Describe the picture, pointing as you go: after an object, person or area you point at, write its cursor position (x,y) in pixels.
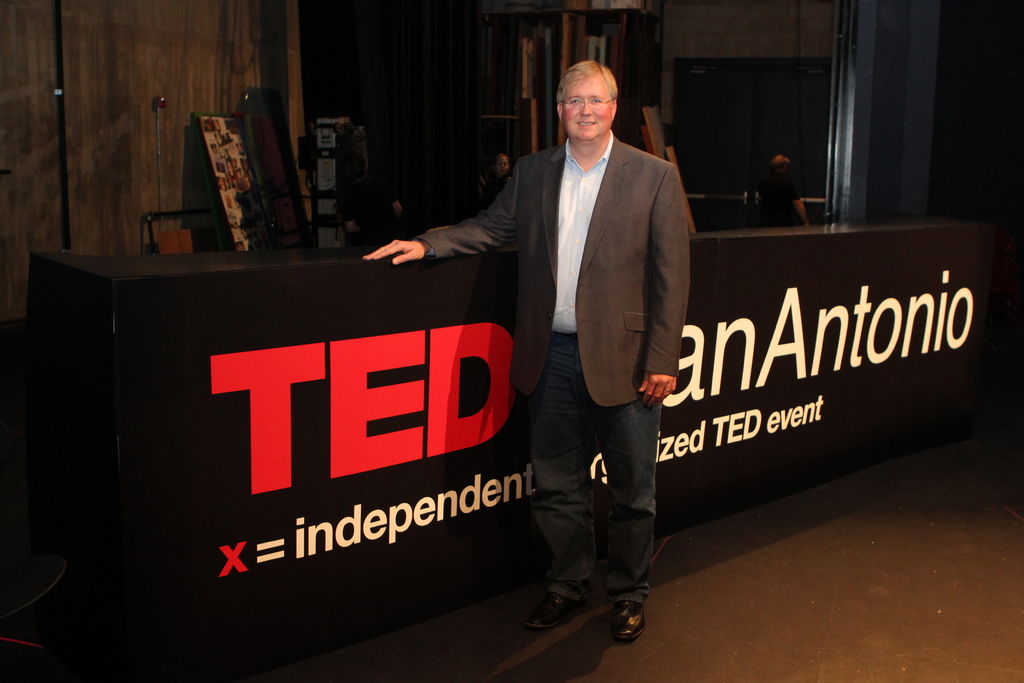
There is a man (547,375) standing on the floor (683,610) and he wore spectacles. There is a table (726,311) and we can see text (512,409) written on it. In the background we can see wall (299,84), frame (215,152), board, and a person (765,210).
